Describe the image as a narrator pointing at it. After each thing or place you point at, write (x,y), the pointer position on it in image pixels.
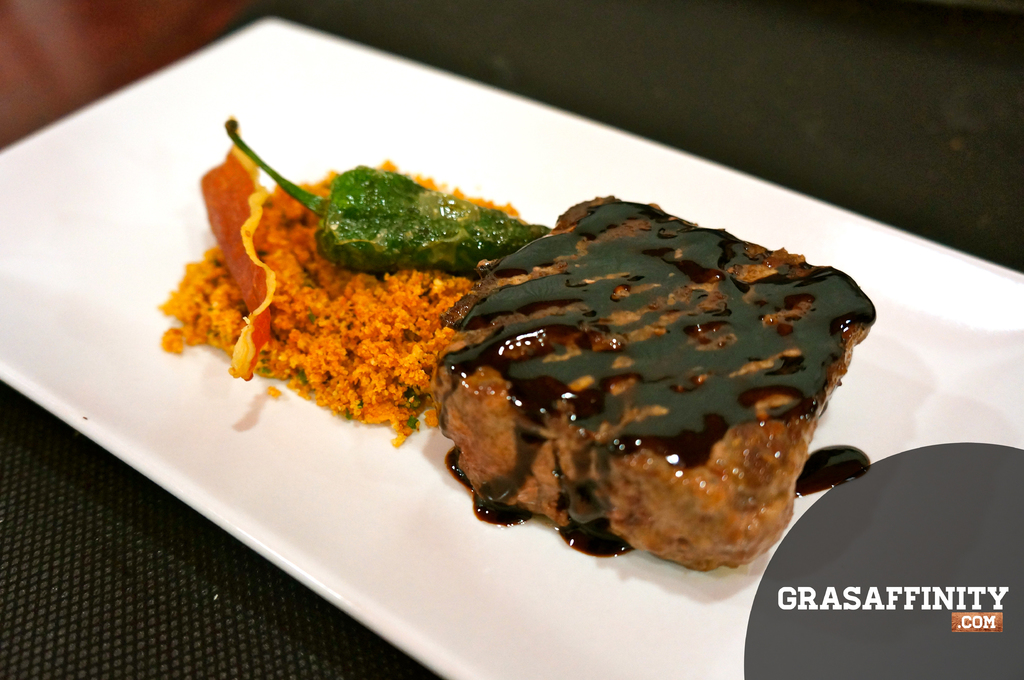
Here I can see a plate (405,564) which consists of some food (308,212). This plate (263,379) is placed on a table (33,605). In the bottom right (876,606), I can see some text (790,602).
